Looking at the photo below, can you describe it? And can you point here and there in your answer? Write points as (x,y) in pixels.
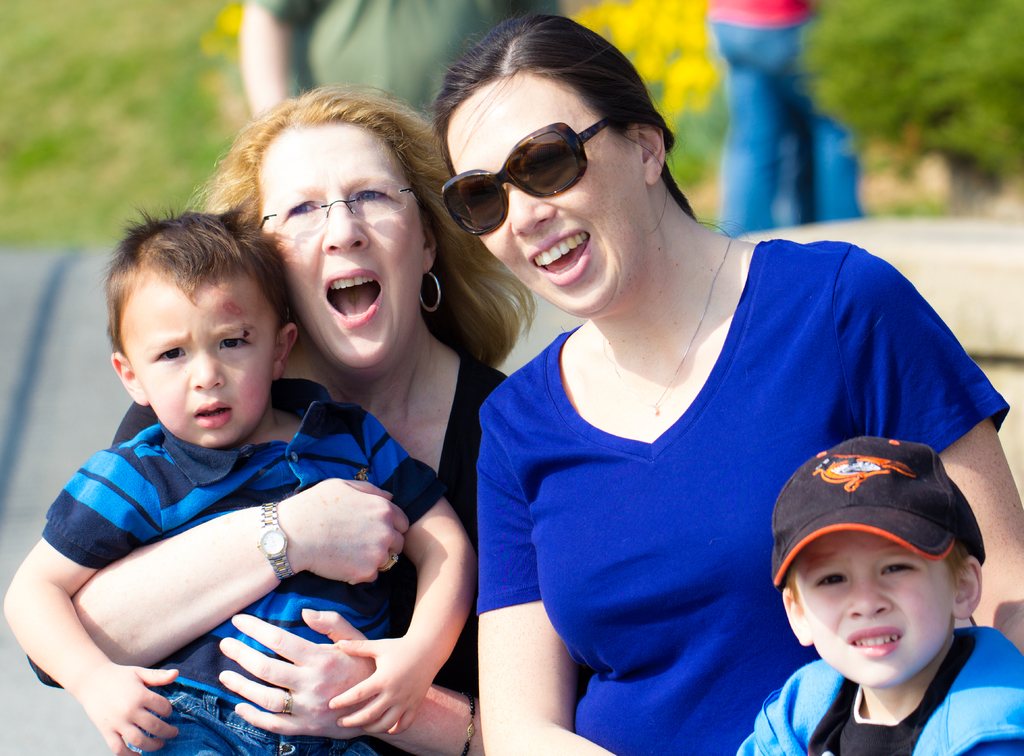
In the picture there are four people (600,374) in the front (699,650), two women (558,566) and two kids (806,615) the first woman (315,558) is holding a boy (258,485) with her arms (335,524) and both of the women (462,364) are smiling and excited, behind them there are two other people (766,98) and the background (744,58) is blurry.
